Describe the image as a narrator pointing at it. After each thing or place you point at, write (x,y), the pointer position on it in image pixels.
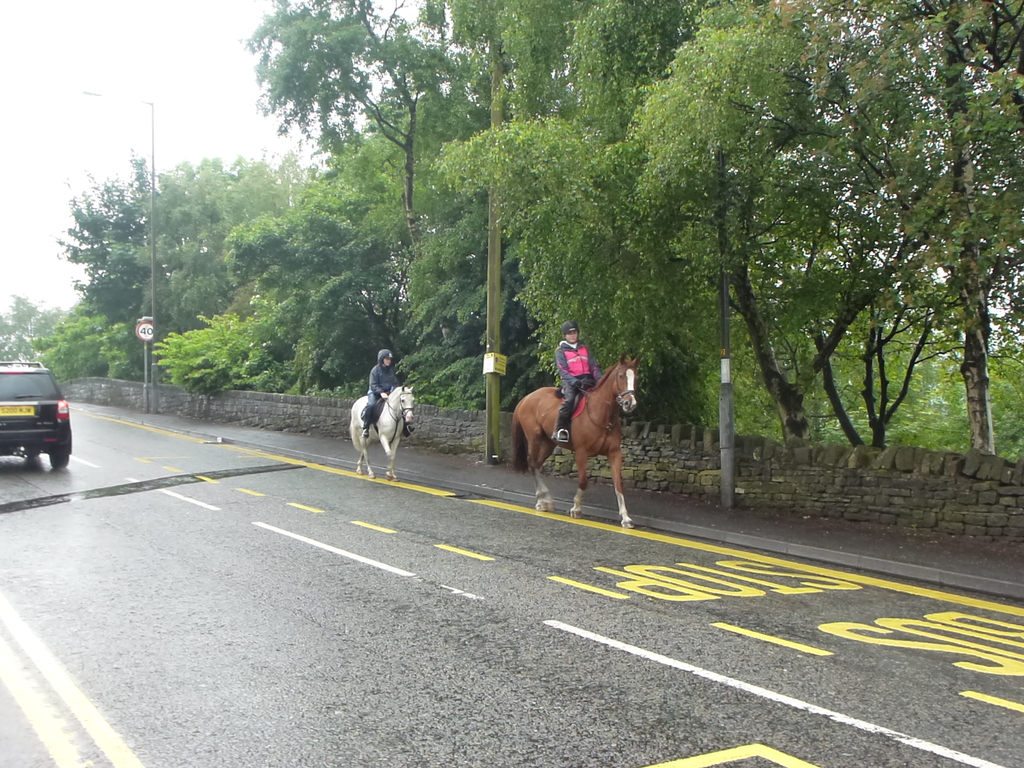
In this picture we can see two horses (354,416) and a car (3,374) on the road (339,704) with two persons (563,355) sitting on horses (550,422), wall (550,467), trees (599,351) and in the background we can see trees (254,223).
